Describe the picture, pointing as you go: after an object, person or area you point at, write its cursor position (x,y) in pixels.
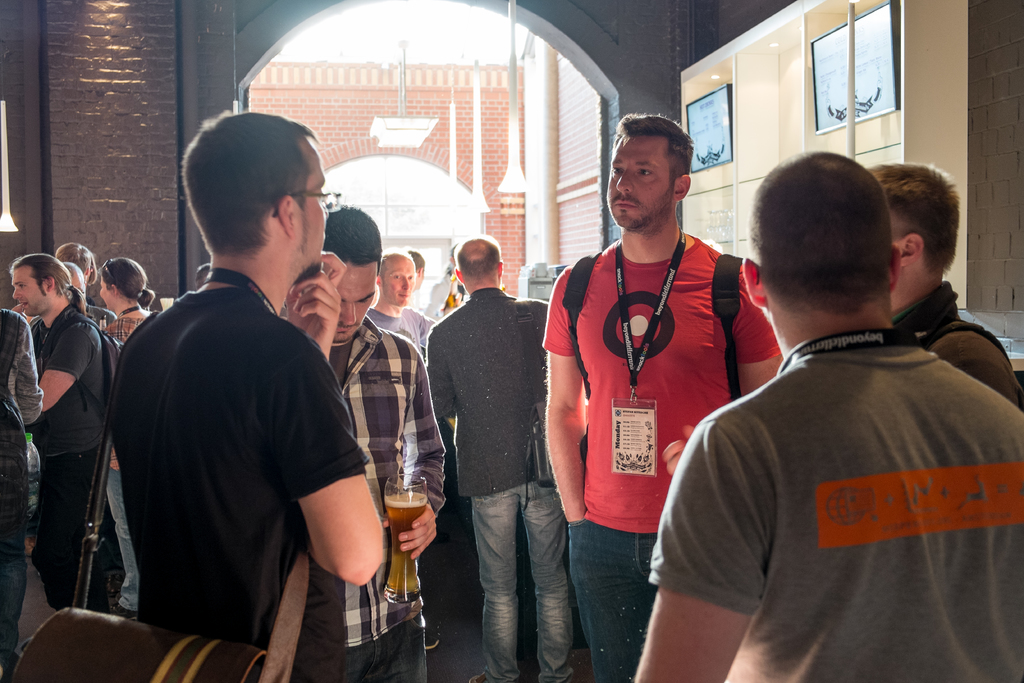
In this picture there are group of persons (441,351) where few among them are carrying a bags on their back (221,571) and there is a wall (464,114) in the background (485,139).
